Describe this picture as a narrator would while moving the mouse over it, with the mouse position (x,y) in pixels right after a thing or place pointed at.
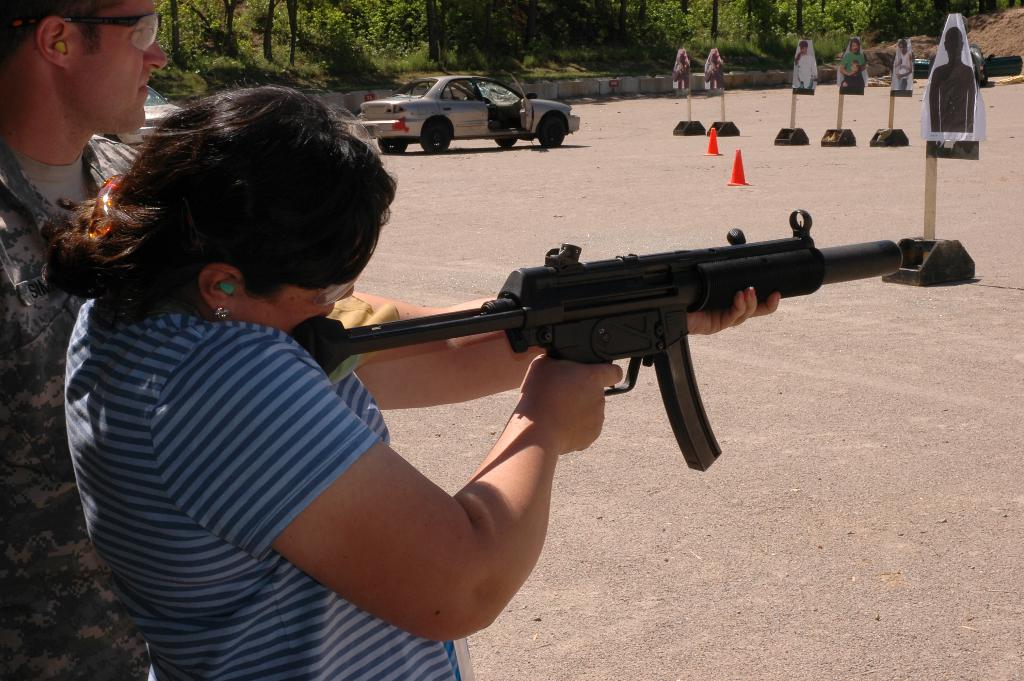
In this image there is a lady (313,384) standing and holding a gun (568,302) in her hand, beside her there is a person (26,170) standing, in front of them there are a few poles (838,137) and picture (801,57) of few persons (938,103) are attached to it, there are two traffic cones (745,174) are on the surface (591,163) and there is a vehicle (489,129) parked with an open door (526,114). In the background (510,39) there are trees (609,39).
